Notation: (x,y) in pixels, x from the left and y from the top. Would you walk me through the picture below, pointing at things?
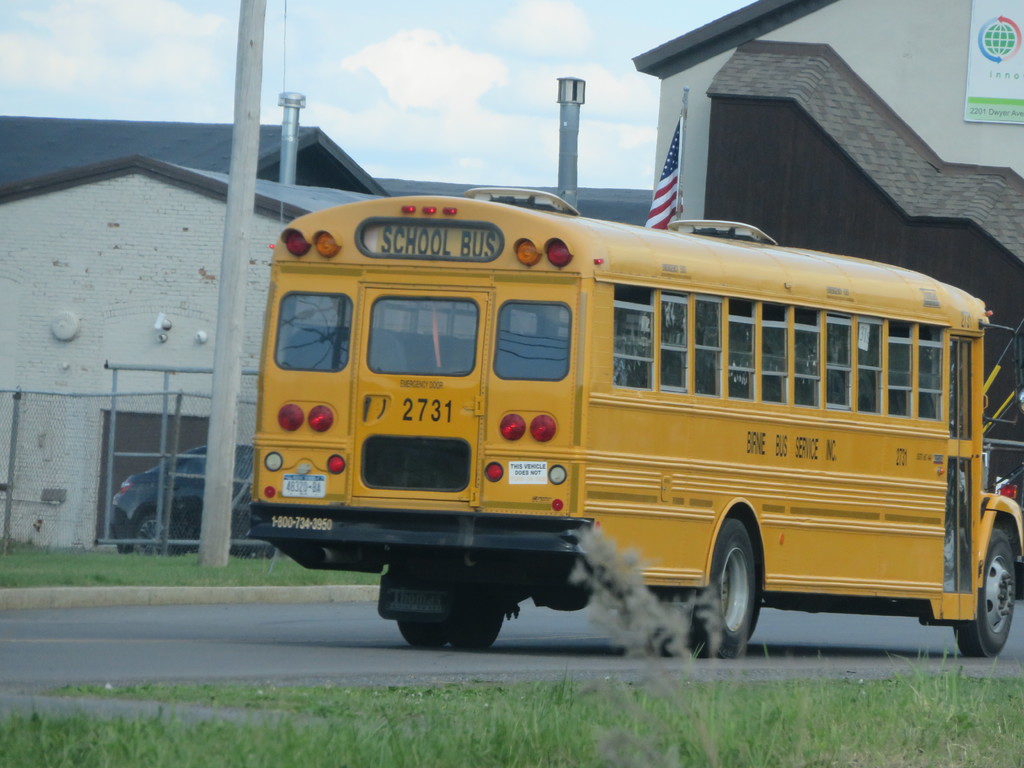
This image consists of a school bus (565,519) in yellow color. At the bottom (194,680), there is road (259,651) and green grass (384,702). In the background (220,213), there are buildings (331,176) along with poles (249,167) and chimneys (561,107). Behind the bus (655,243) there is a flag (668,173).
